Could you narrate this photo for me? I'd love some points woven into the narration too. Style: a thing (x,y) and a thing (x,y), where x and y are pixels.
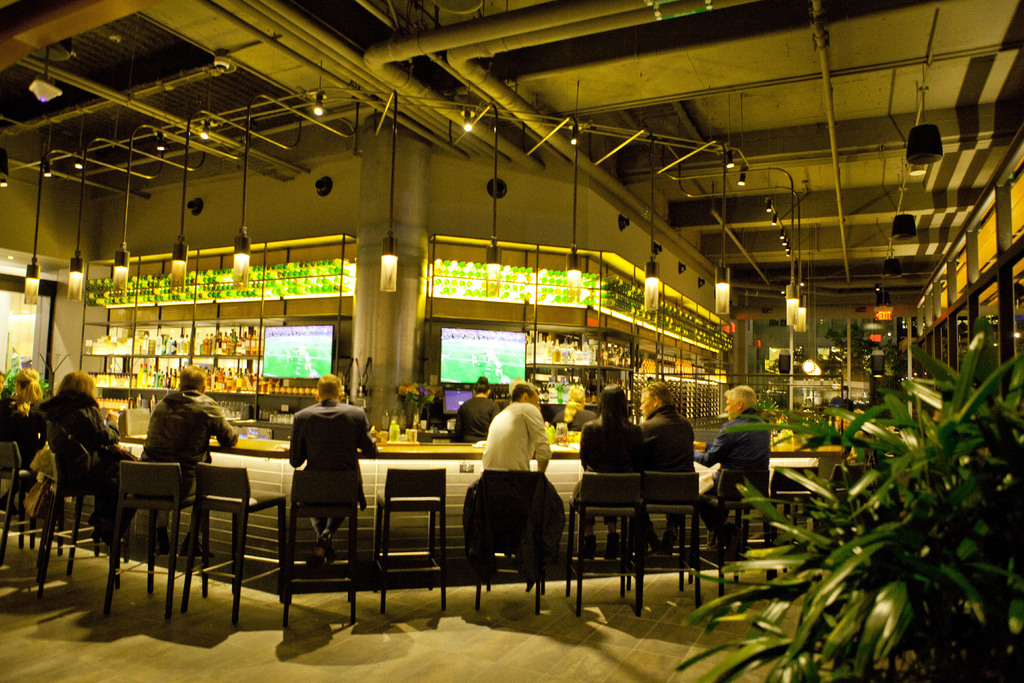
Here there are few people (82,436) sitting on the chair (355,557) at the table (260,536). On the table (385,451) we can see some items (549,432). In the background (174,347) there are wine bottles (218,346) on the racks (451,317), two TVs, and a person (473,407) standing at the laptop (466,392) and we can also see lights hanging to the roof top (523,85), poles (492,103), pipes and some other items (415,391). On the right (905,582) there is a plant (905,582).
